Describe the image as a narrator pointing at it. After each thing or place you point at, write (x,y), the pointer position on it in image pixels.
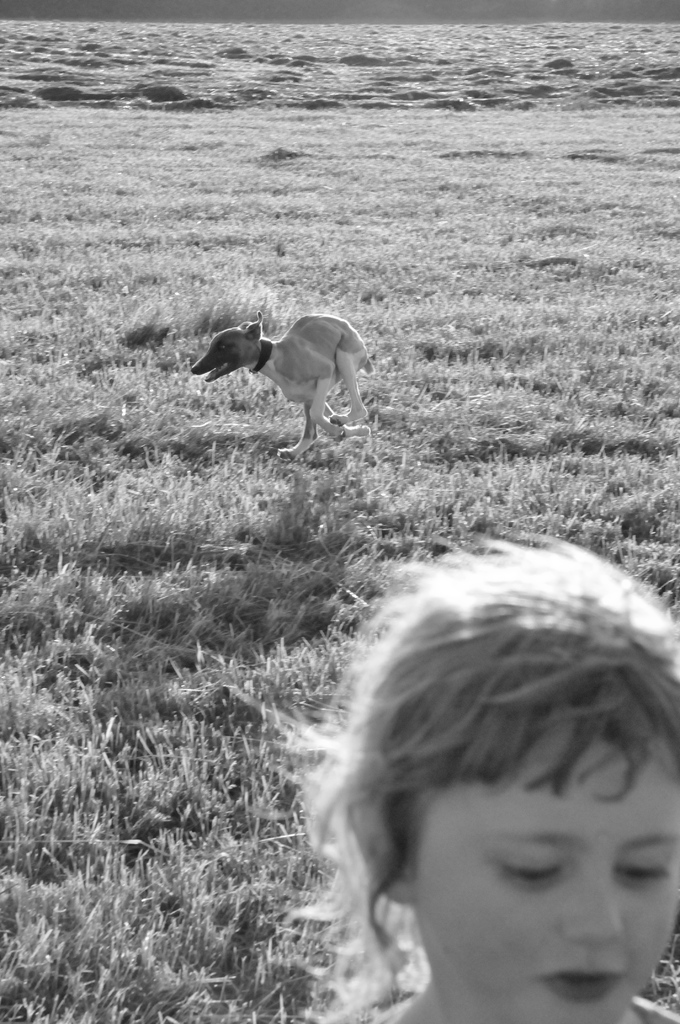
In this black and white image we can see the face (481,849) of a child (472,723), behind her there is a dog (216,353) on the surface of the grass (47,607). In the background (297,31) there is a river (365,75).
